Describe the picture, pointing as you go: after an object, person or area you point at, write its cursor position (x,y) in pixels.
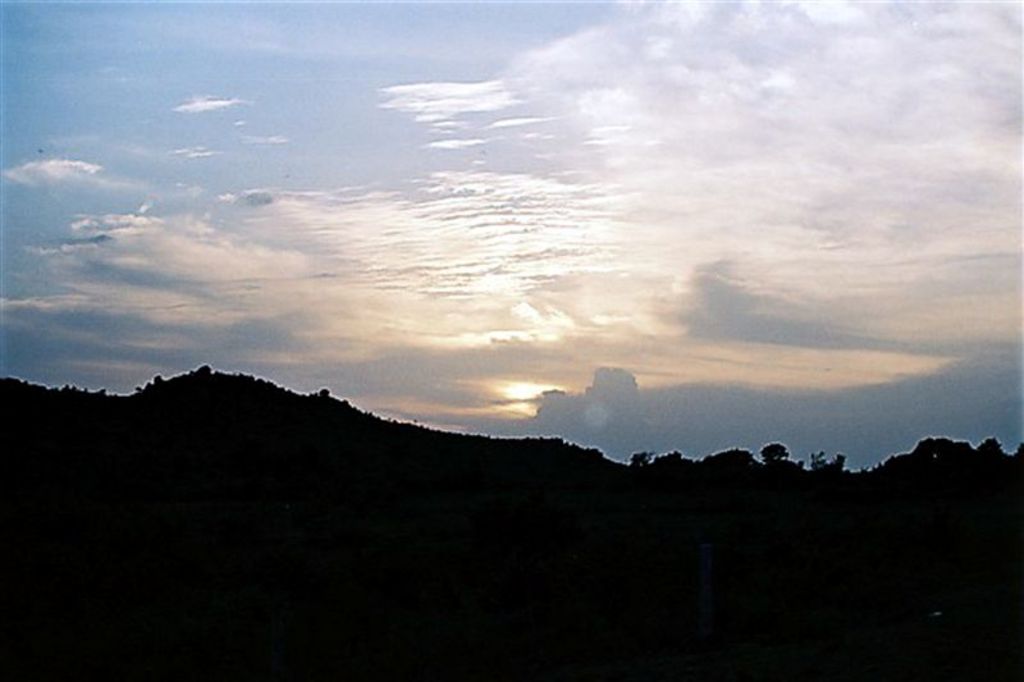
In the image there are hills (263,451) in the back (247,446) with trees (502,510) all over it and above its sky (514,234) with clouds (572,384).
